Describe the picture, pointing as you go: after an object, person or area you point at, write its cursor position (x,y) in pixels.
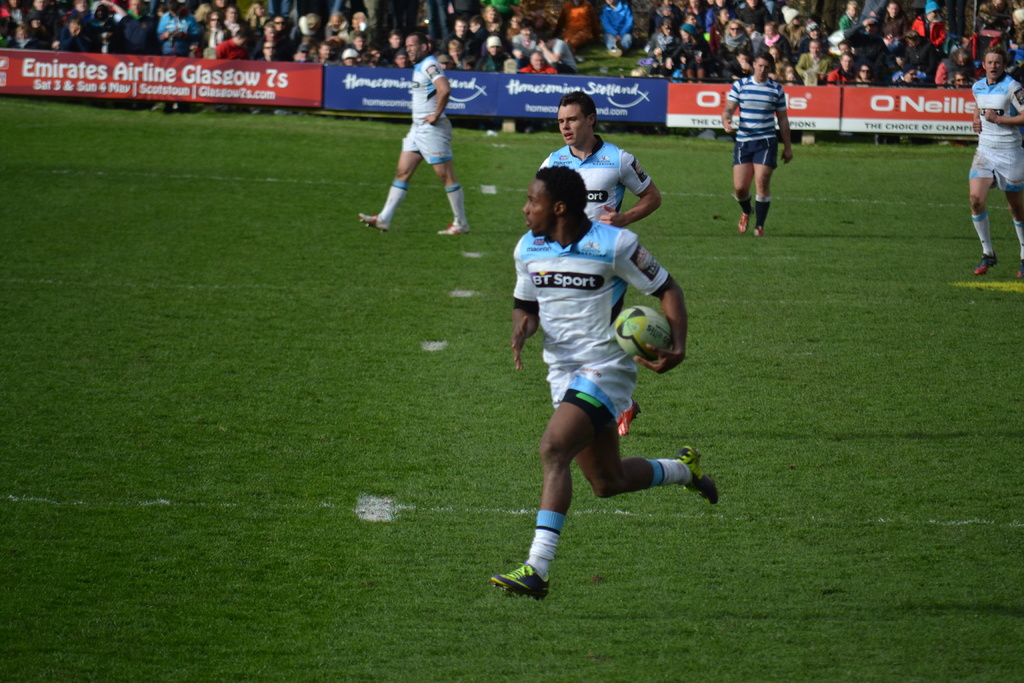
This picture describes about group of people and few people (628,166) playing game in the ground (775,444), in the middle of the image (531,315) we can see a man (526,248), he is holding a ball (622,346), in the background (93,90) we can see hoardings (486,93).
